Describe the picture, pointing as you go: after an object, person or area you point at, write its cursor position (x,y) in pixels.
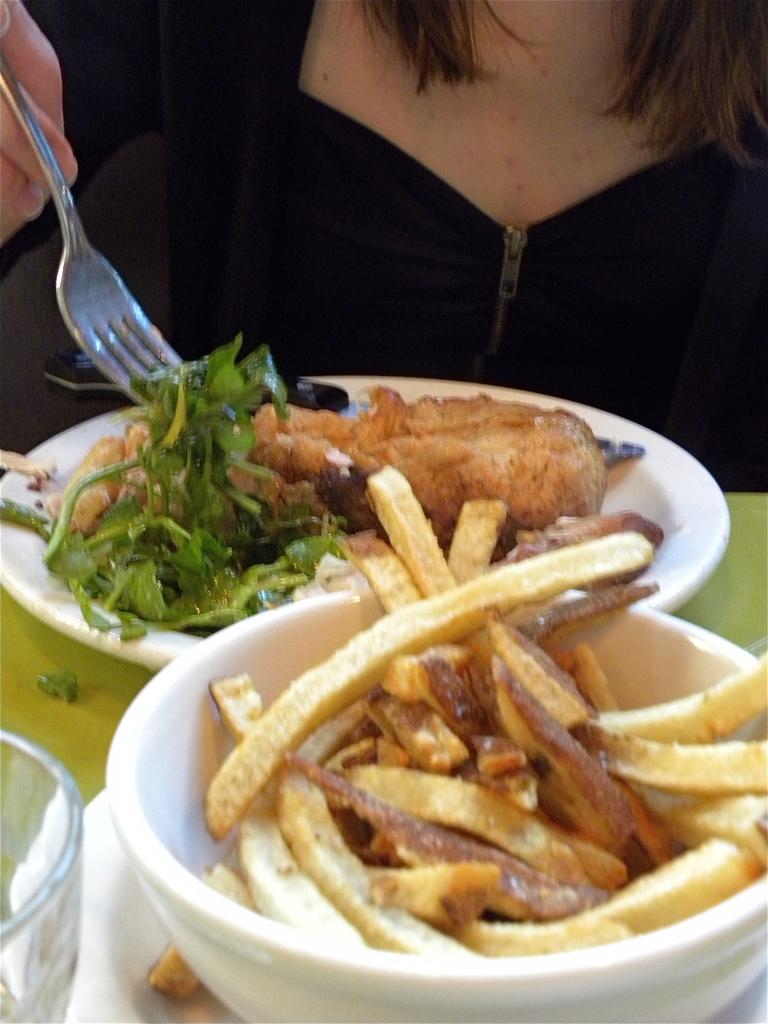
In this image we can see a woman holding a fork (79,319). We can also see some food (370,523) in a plate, glass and french fries (429,745) in a bowl (258,664) which are placed on a table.
